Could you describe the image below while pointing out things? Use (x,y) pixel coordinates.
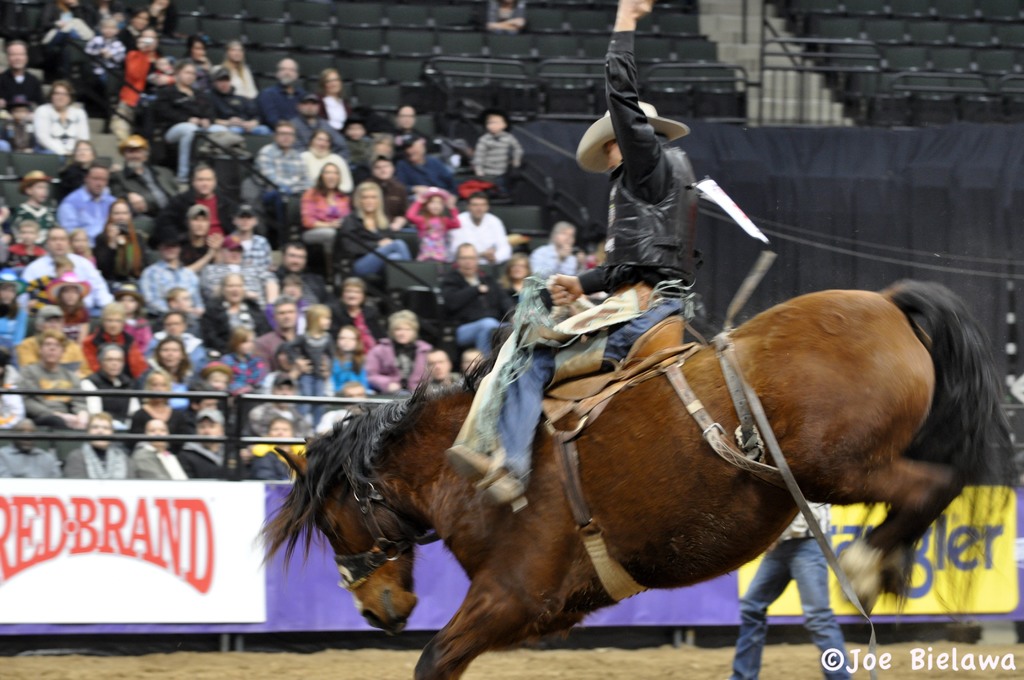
A man (622,233) is trying to control a horse (642,431) by sitting on it. He wears a hat (592,139). There are some audience (299,393) watching.
